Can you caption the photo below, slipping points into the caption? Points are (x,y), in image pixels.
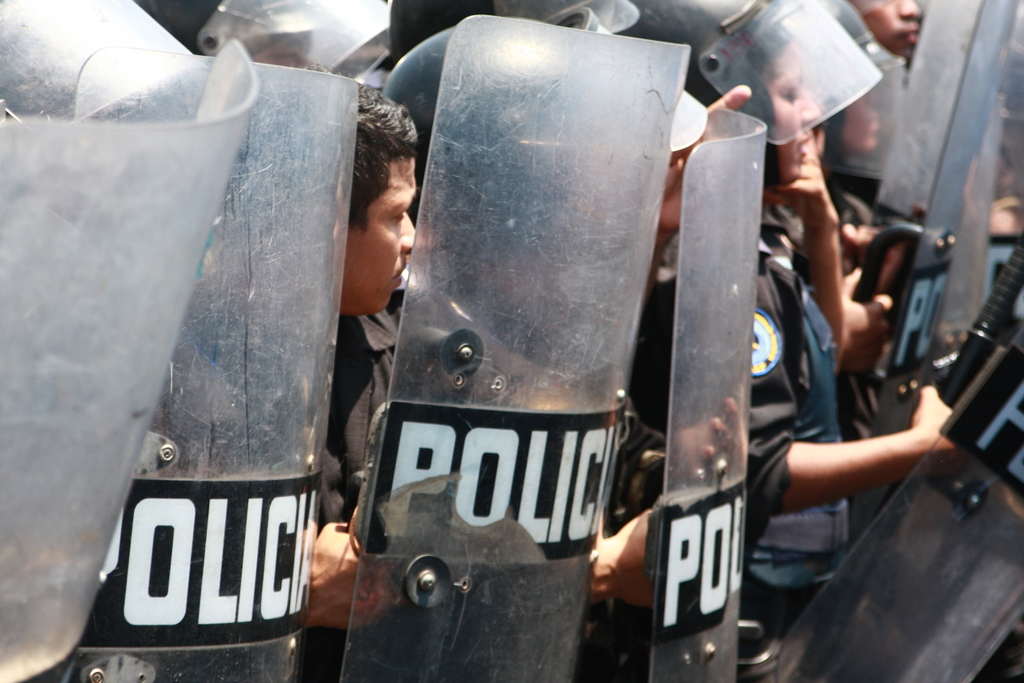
There are group of police (365,318) taking charge against someone (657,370), they are wearing black uniform (790,398).
